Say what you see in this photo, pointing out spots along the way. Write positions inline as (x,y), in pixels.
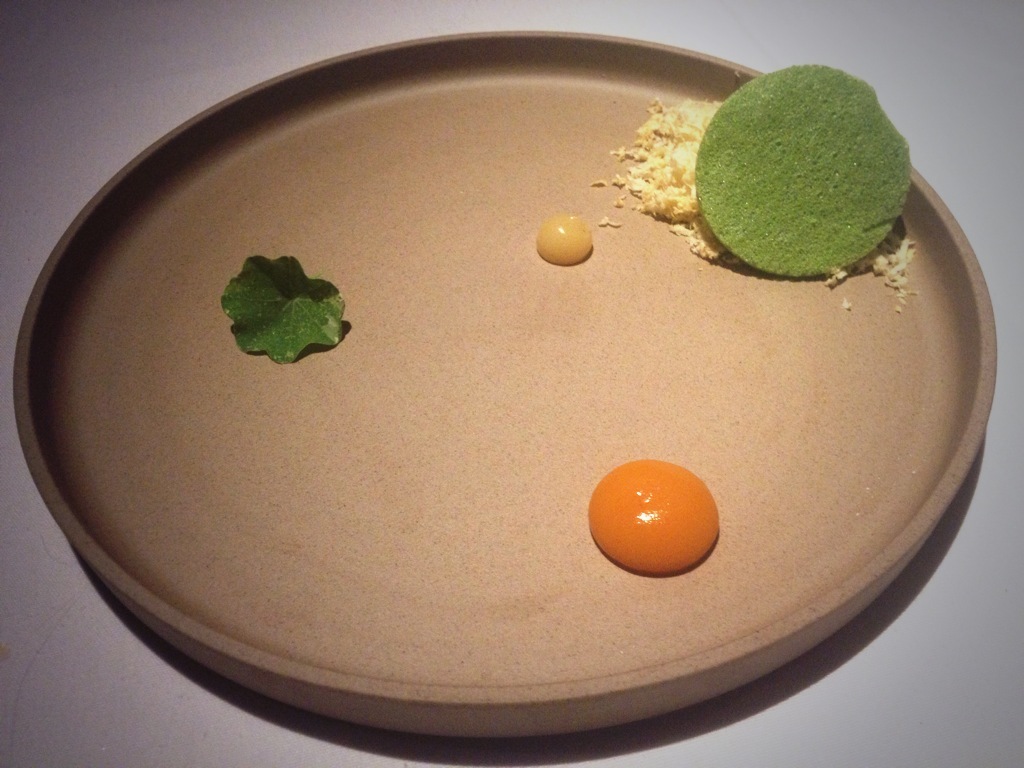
In this image we can see food items (896,195) and a leaf (296,335) in a plate (431,343). There is a white background (57,82).
